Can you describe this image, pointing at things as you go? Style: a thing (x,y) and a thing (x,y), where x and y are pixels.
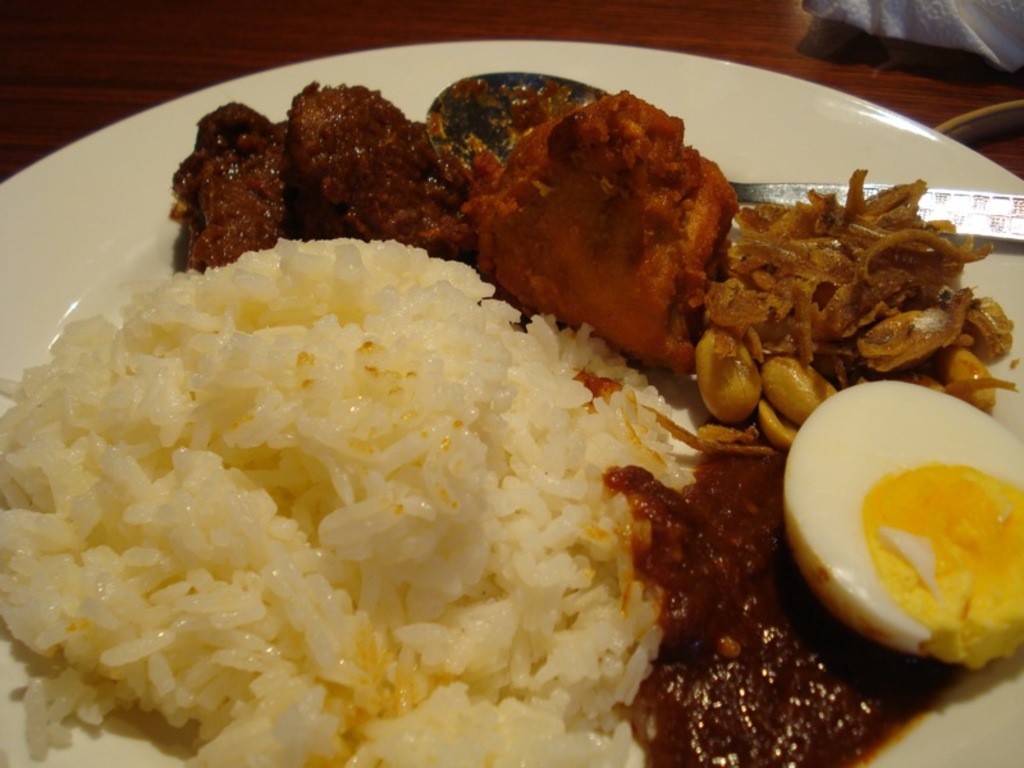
There are some food items (252,524) served on a plate (154,226) like rice (463,447), half of boiled egg (818,540) and some cooked curries (488,248).
